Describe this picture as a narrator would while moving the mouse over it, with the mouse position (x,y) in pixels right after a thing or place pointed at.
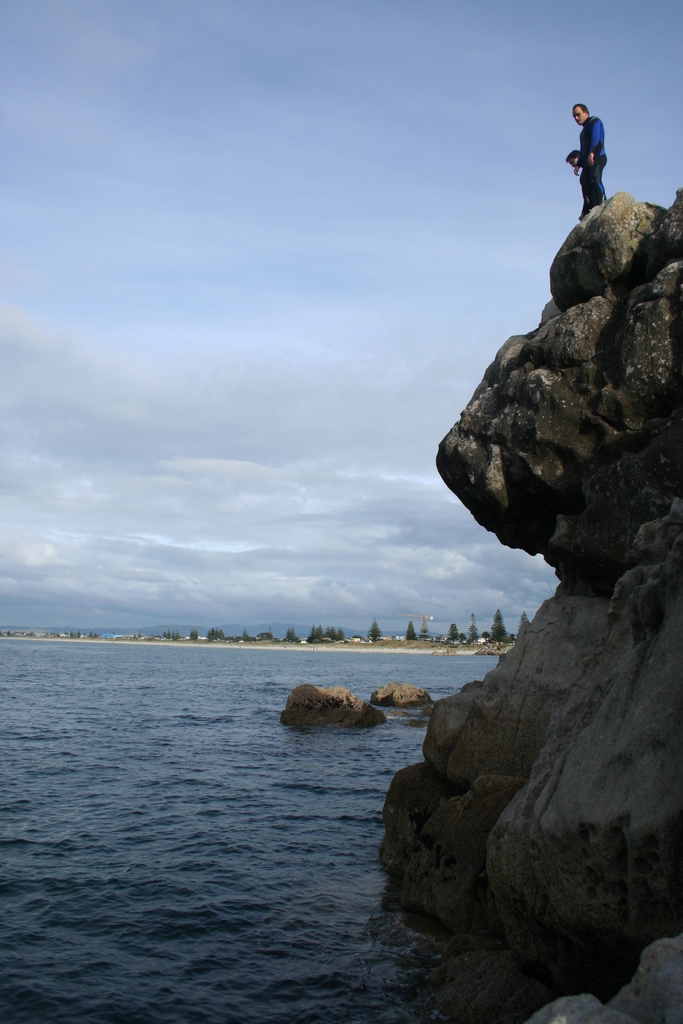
There are people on a hill (678,436) in the foreground area of the image (433,700), there are trees (330,632), it seems like houses (392,639), water (54,650) and the sky (262,463) in the background (141,496).
